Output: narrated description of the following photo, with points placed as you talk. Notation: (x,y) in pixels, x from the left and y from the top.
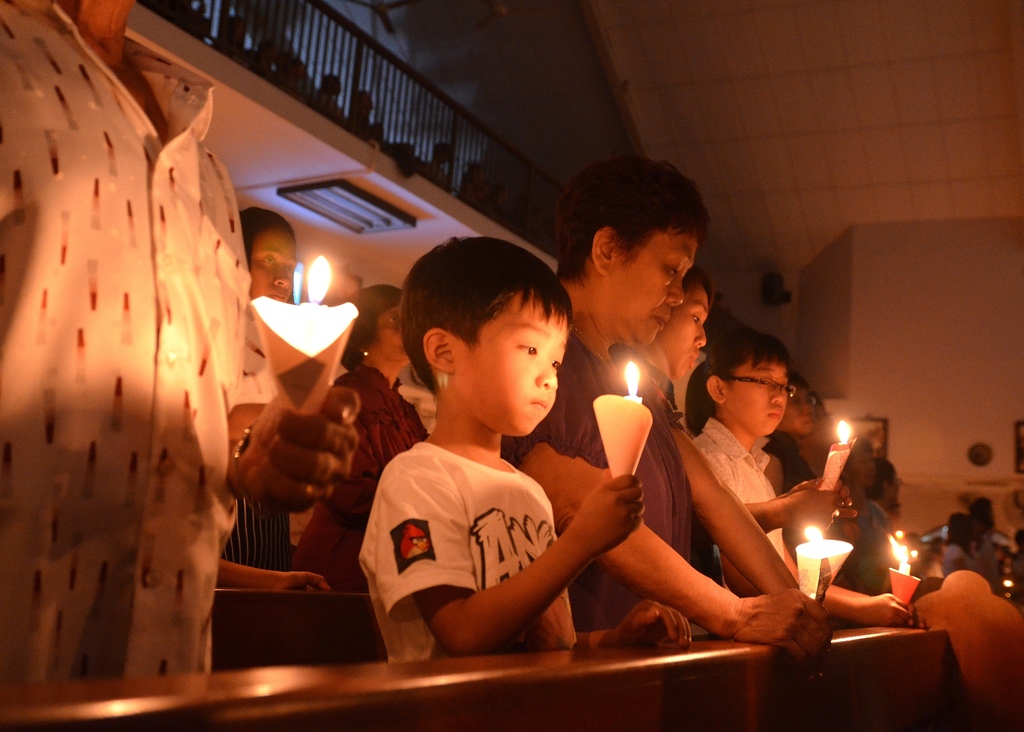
In the image there are few people (751,641) standing and holding the candles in their hands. At the top of the image (246,18) there is a railing (496,142). In the background (959,438) there is a wall (969,437) with frames (876,427) and few other objects (969,449).
